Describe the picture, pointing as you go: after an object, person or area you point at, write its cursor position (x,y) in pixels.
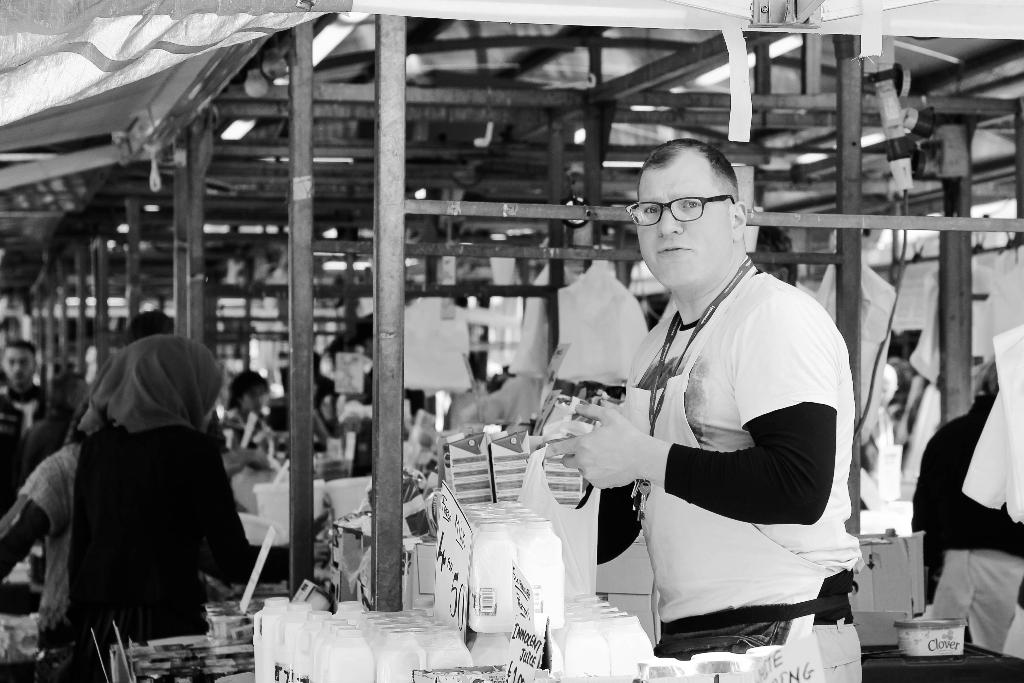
This is a black and white image. On the right side (728,363) there is a man (728,380) standing, holding an object (574,529) in the hands (591,440) and looking at the picture. At the bottom (458,647) there are few bottle (372,660). On the right side (932,672) there is a table (931,663) on which few objects (882,625) are placed. In the background (208,295) there are many metal stands (290,448) and many objects (345,456) are placed on the ground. On the left side (62,531) few people (58,500) are standing. At the top of the image (114,87) there is a cloth (141,22).
